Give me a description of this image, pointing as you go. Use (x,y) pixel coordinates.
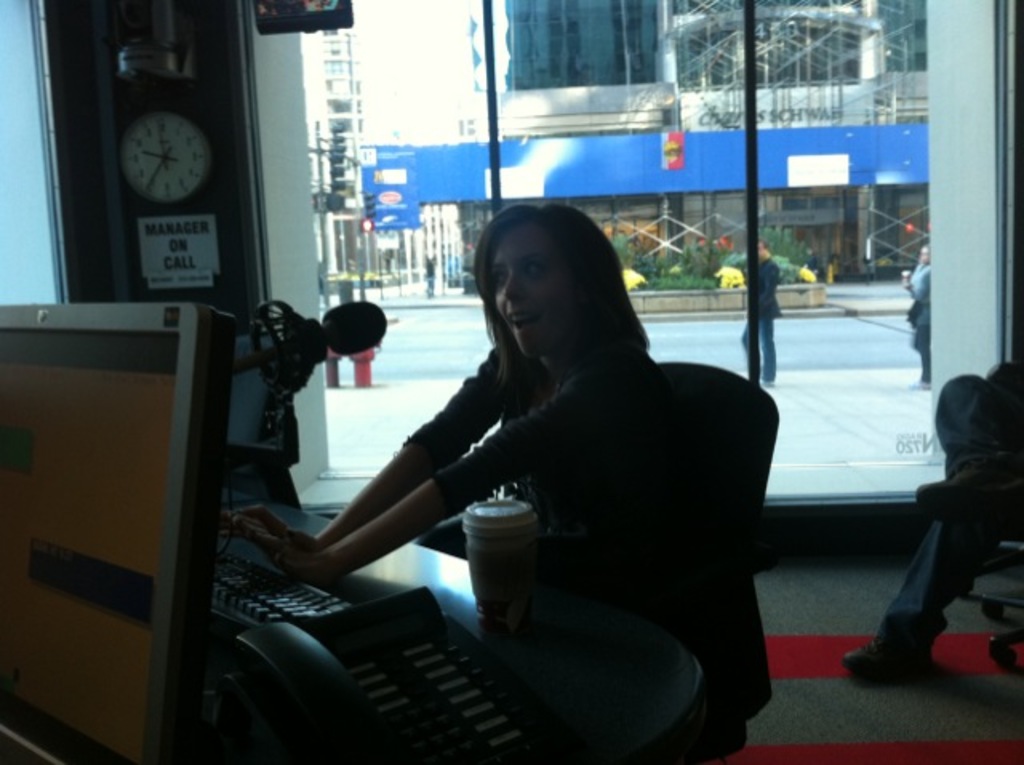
In this picture we can see a woman (656,543) sitting on the chair (717,498), in front (210,423) we can see the table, on which we can see system (191,505), keyboard (291,613), a cup (490,512) is placed, behind we can see one person (982,476) sitting and we can see glass window (846,244). The other side of the window (809,309) we can see some buildings (639,205) and few people (744,343) are walking on the road (781,335).
